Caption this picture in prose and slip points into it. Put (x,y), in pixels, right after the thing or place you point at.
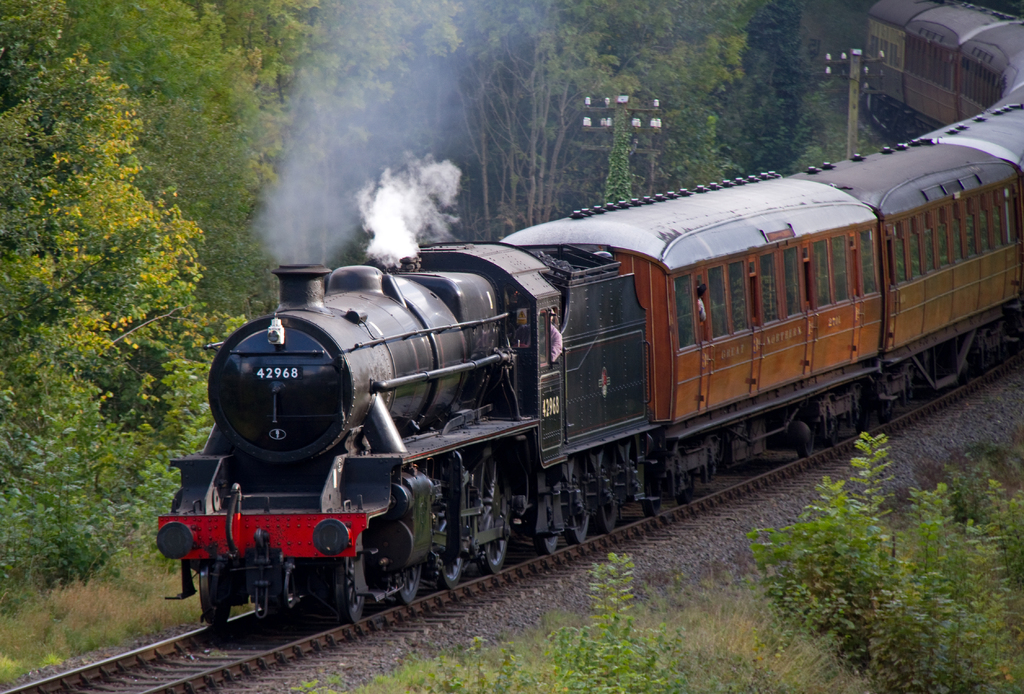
In this picture there is a train (928,194) on the railway track (802,462). There is a person (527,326) sitting inside the train (550,325). On the left (153,215) and on the right side of the image (780,543) there are trees (787,77). In the background of the image (856,141) there are poles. At the top (411,134) there is smoke (411,134). At the bottom (204,668) there is a railway track (623,532) and there are stones (274,675).
